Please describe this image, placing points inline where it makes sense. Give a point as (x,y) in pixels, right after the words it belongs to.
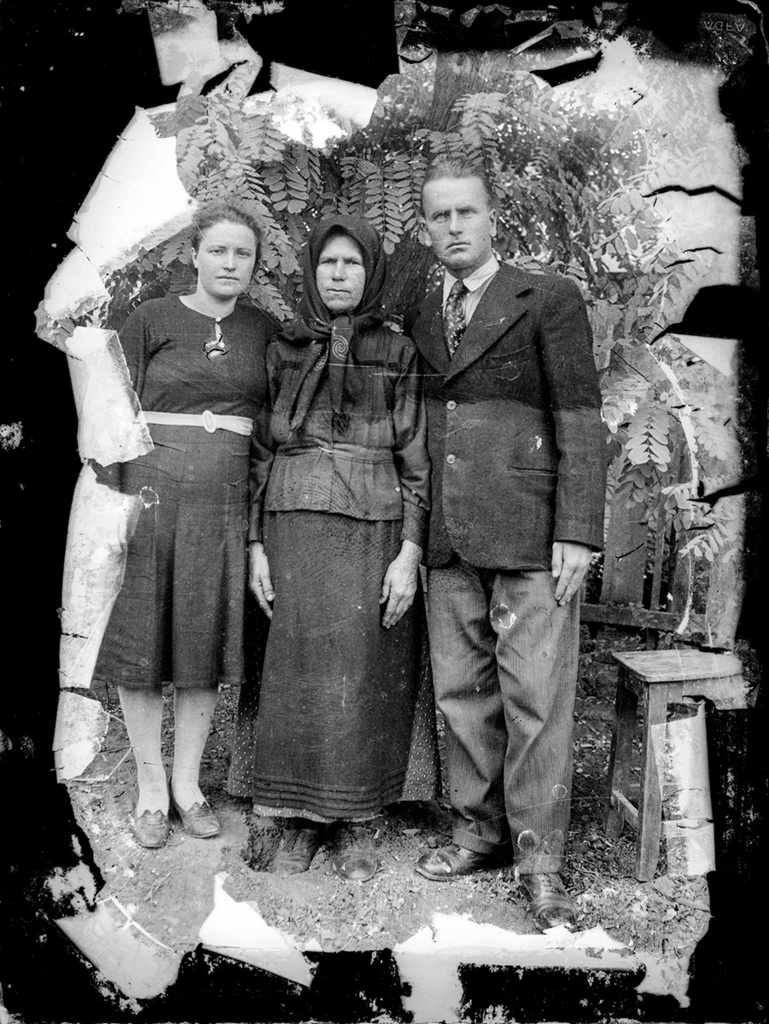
This is a black and white image. In the image there is a photograph (495,538). In that photograph (119,689) there are three people (470,417) standing. Behind them there are leaves (606,193). On the right side of the image (661,655) beside the man (575,651) there is a stool (731,671).
